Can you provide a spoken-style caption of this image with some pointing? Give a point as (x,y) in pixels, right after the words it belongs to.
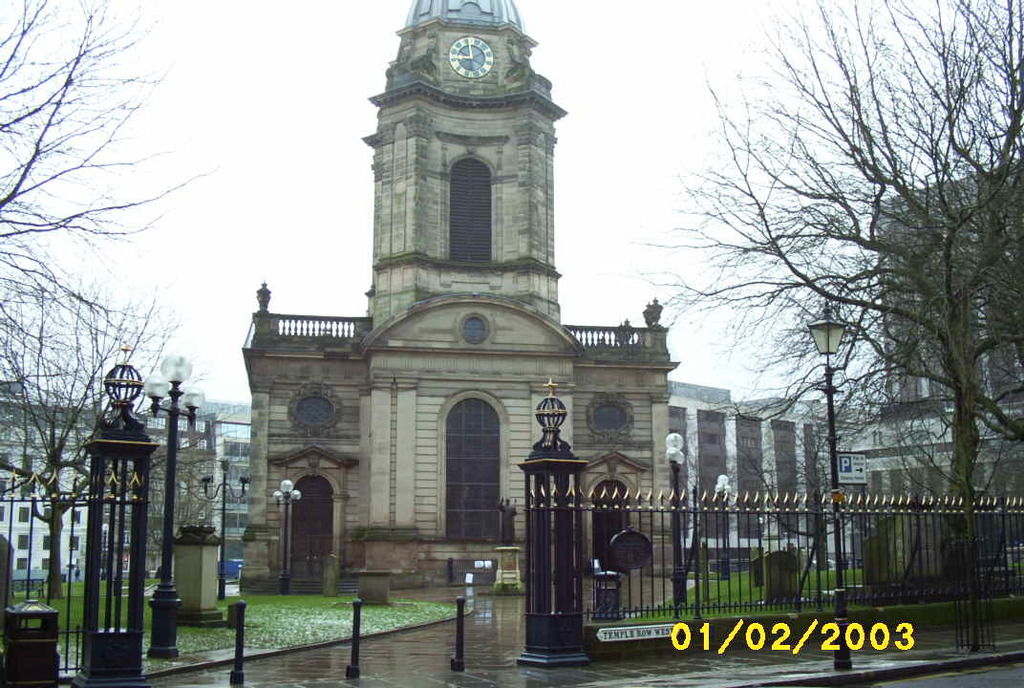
In the image we can see there are many buildings (660,422) and these are the windows (470,334) of the building (593,382). Here we can see fence (854,561) and light poles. At the right bottom corner (872,638) we can see watermark (706,643). This is a clock (485,66), there are many trees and a white sky (247,92). We can even see there is a grass (325,628) and footpath (476,667) and the footpath (472,659) is wet.
